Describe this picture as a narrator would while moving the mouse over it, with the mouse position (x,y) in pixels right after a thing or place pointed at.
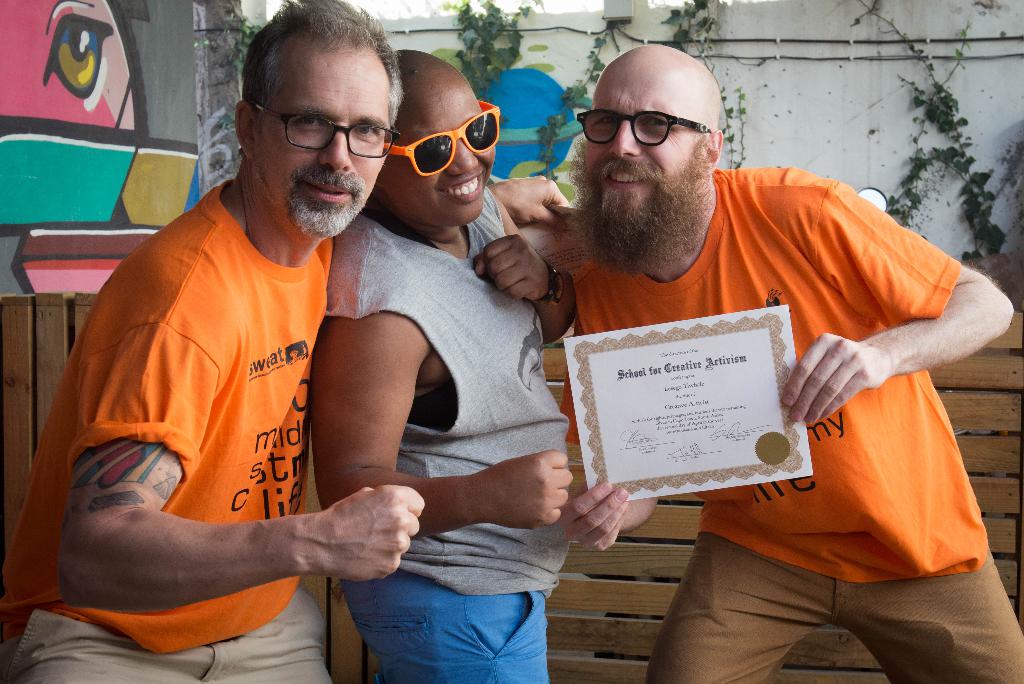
In this picture we can see a person (570,399) holding a certificate (745,357) in his hands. There are two people (142,409) standing and smiling. We can see a few plants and a wall (174,23) in the background (1015,1).
